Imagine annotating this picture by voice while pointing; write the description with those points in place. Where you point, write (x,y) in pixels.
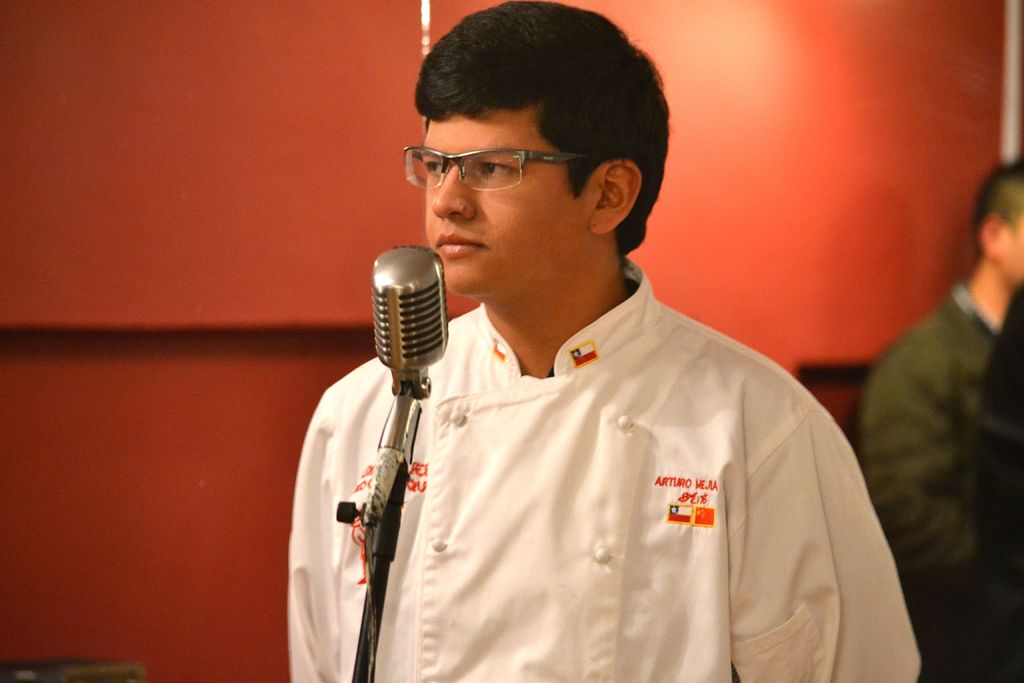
In this picture we can see a man (650,425), in front of him we can see a mic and in the background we can see a wall (34,488), person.
